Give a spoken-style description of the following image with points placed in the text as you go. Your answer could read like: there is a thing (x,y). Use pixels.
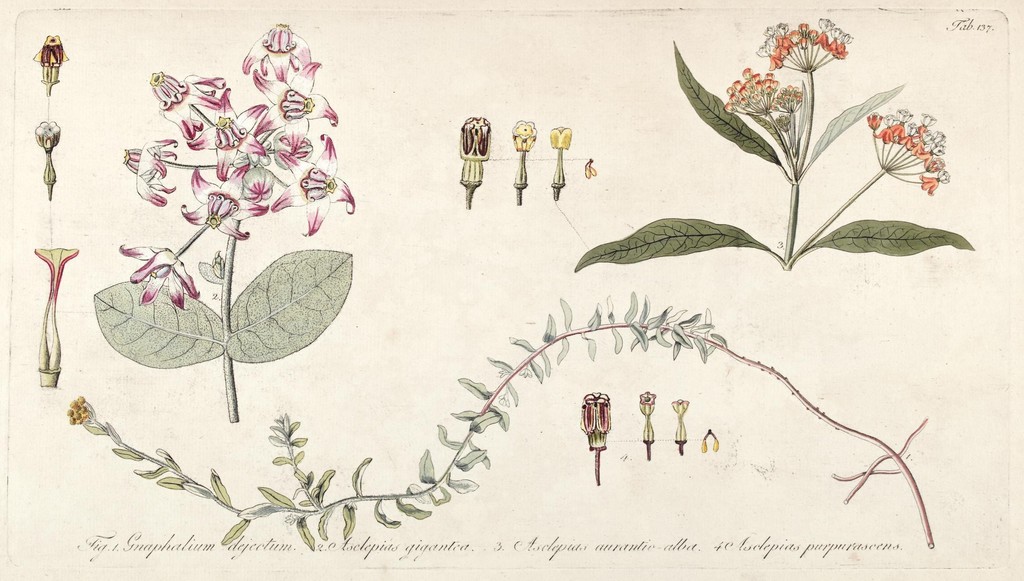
In the picture I can see the art of flowers (912,128) to the plant (160,366) and its parts (911,114). Here I can see some edited text (239,552) at the bottom of the image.
